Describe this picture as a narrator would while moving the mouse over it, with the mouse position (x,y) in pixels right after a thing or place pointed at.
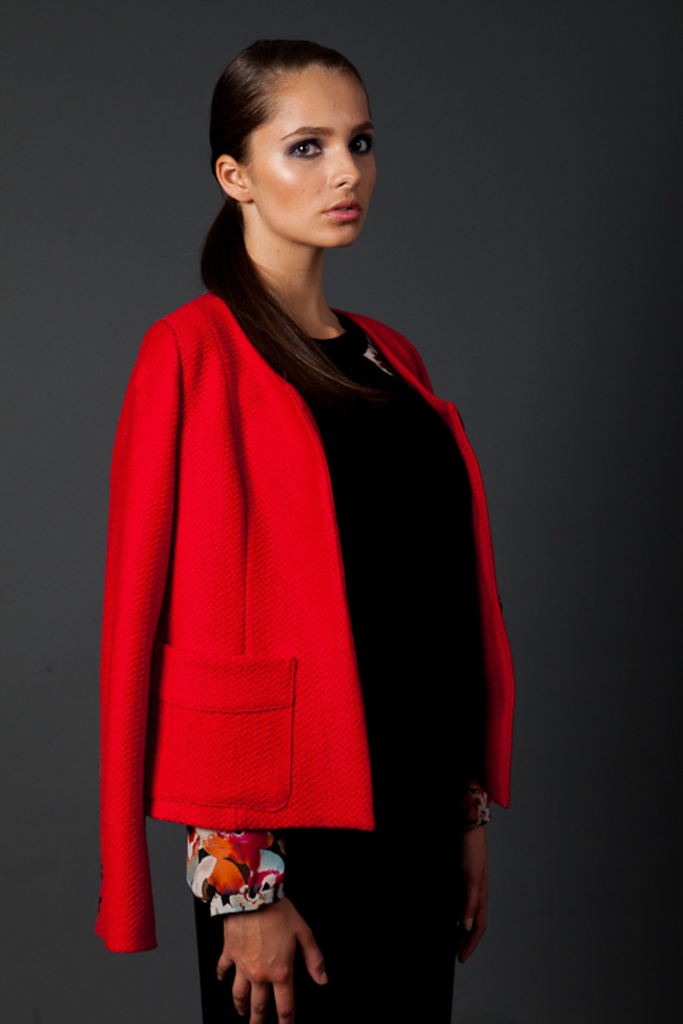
In this image we can see a woman (451,624) wearing red coat (176,584) is standing.
